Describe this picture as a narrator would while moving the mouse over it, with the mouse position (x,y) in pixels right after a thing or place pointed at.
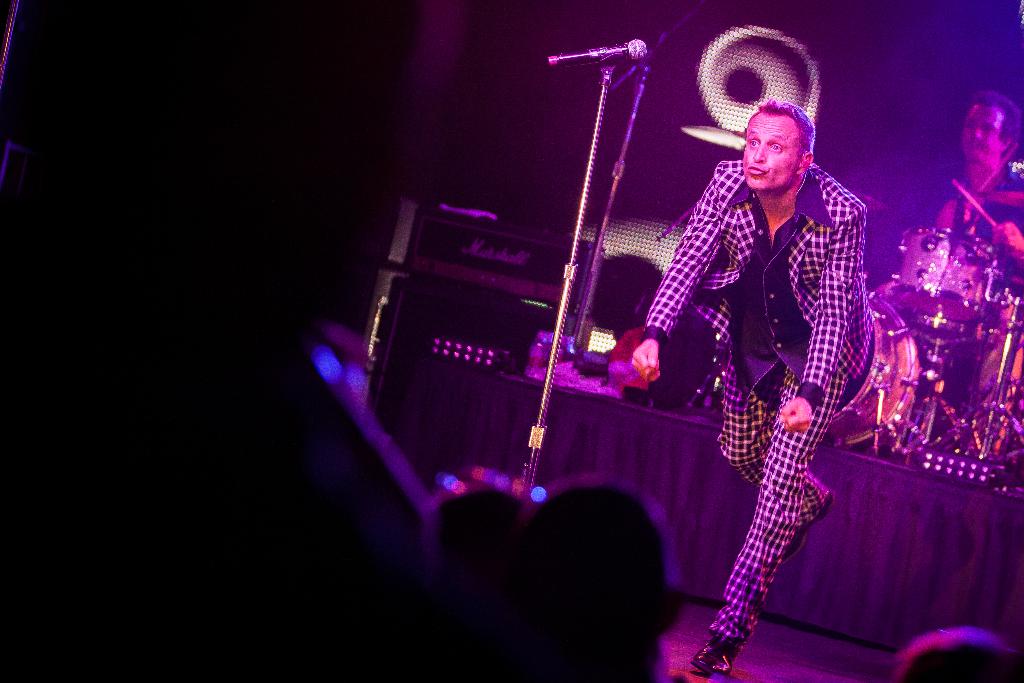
In this picture I can see a man (775,474) standing on one leg (745,548) and I can see couple of microphones (641,50) to the stands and I can see a man (976,160) is sitting and playing drums (918,301) and I can see audience (440,558) and a dark background (494,72).
